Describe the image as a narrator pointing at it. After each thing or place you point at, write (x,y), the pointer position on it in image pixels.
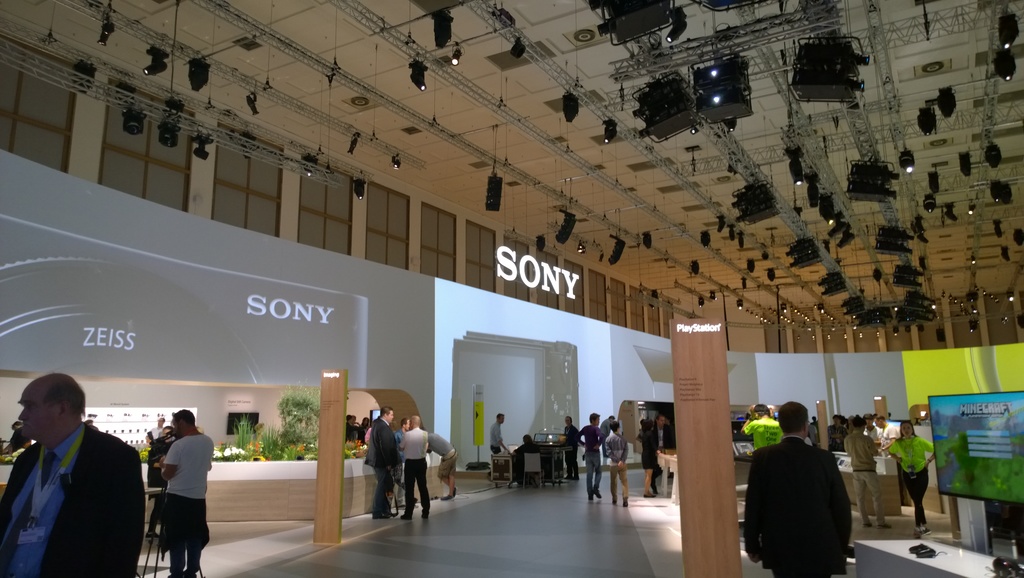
In this image there are group of people (387,431) standing, a person (524,458) sitting on the chair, television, gaming console (921,552), plants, name boards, focus lights (976,325), lighting truss (391,44), light board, stalls (195,398).
